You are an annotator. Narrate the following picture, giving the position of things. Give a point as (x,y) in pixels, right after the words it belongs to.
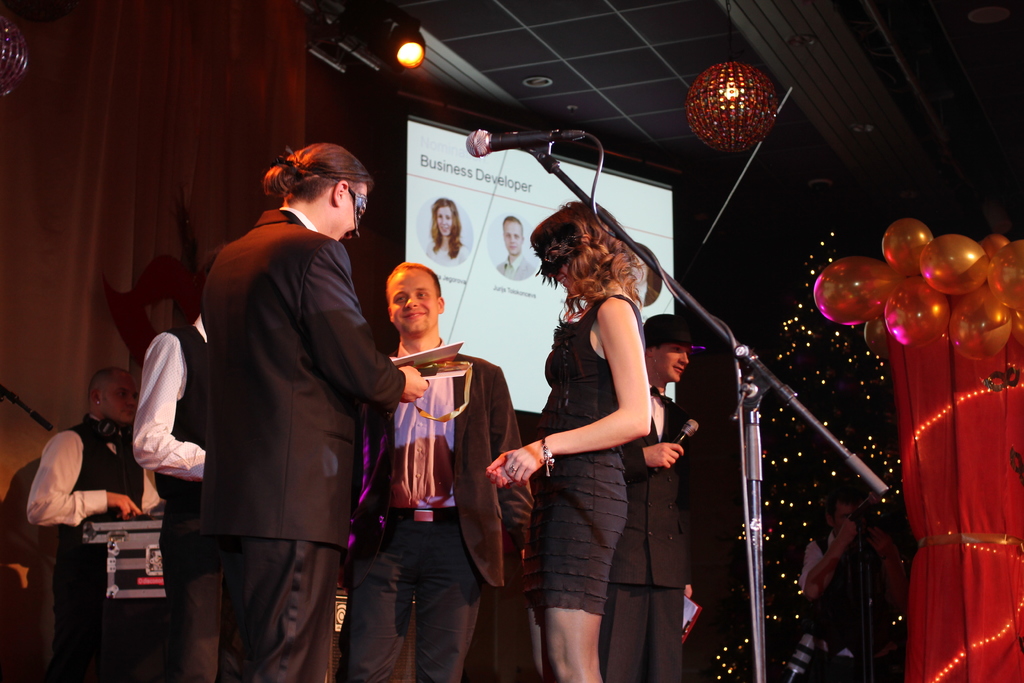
A person (264,380) in black dress (261,362) is wearing mask (360,197) and holding something on his hand (409,382). There is a lady (559,445) wearing a black dress (581,423). And many other persons (437,440) are standing. Also a person (656,501) in the back (655,504) is holding a mic (693,424) and wearing a hat (669,333). In the front (737,380) there is a mic (488,140) and mic stand (561,175). There is a light (708,97) on the ceiling (654,71). In the background (468,212) there is a screen (444,204) with photos (457,236) of a lady (442,231) and a man (509,260). There is a curtains (927,350) and balloons (913,303) in the background (884,319).
